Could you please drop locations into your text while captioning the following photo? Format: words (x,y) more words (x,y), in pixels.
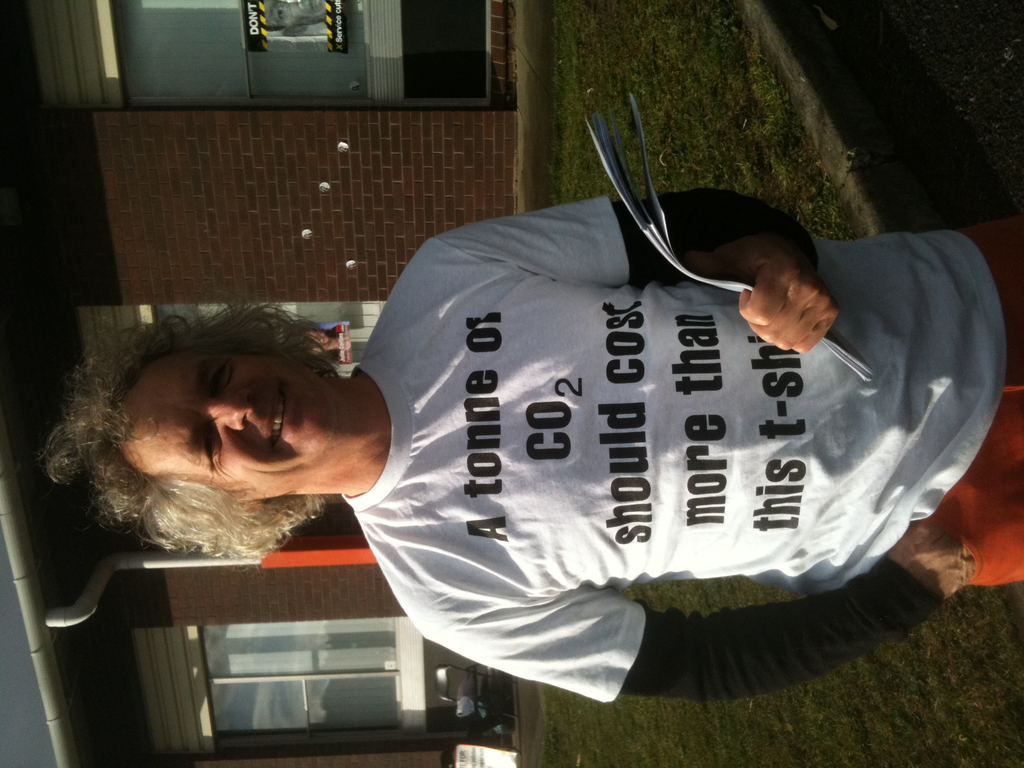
In the middle of the image (669,445) a man (624,227) is standing, smiling and holding some papers (598,151). Behind him there is grass (656,149) and building (498,65), on the building (4,466) there is a poster (306,38).
